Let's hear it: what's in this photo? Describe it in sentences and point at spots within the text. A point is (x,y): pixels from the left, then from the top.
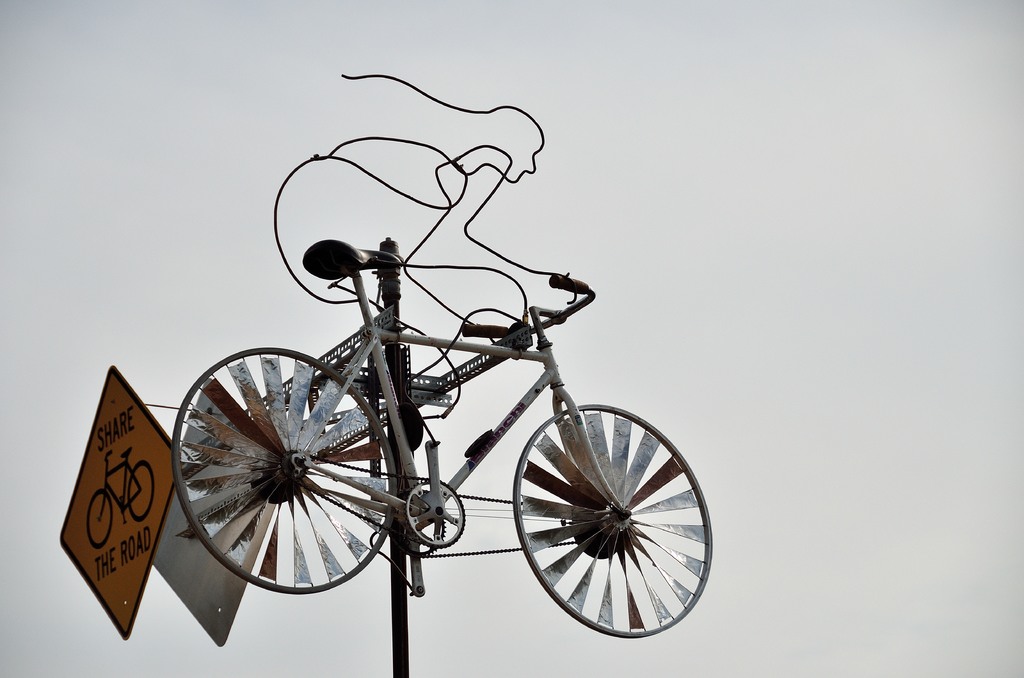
Here on a pole (397,486) we can see a bicycle (398,502), two small boards (96,473) and metal items (378,321). In the background (204,359) there is nothing.
